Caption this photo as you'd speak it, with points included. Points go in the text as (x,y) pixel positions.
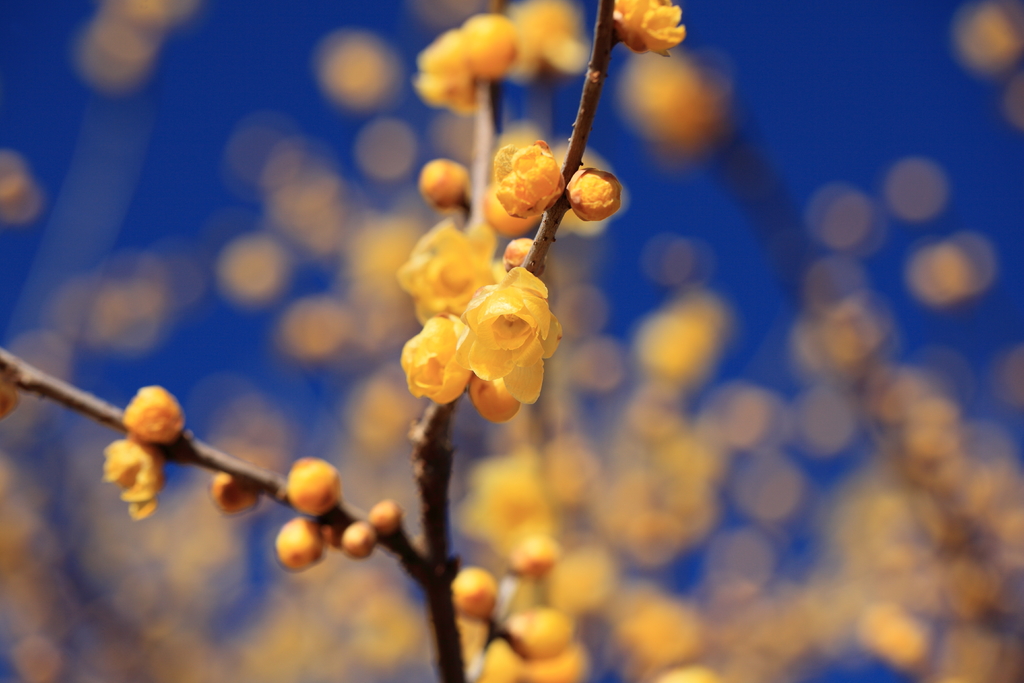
In this image I can see few flowers (532,396) in yellow color and I can see the blue color background (871,89).
